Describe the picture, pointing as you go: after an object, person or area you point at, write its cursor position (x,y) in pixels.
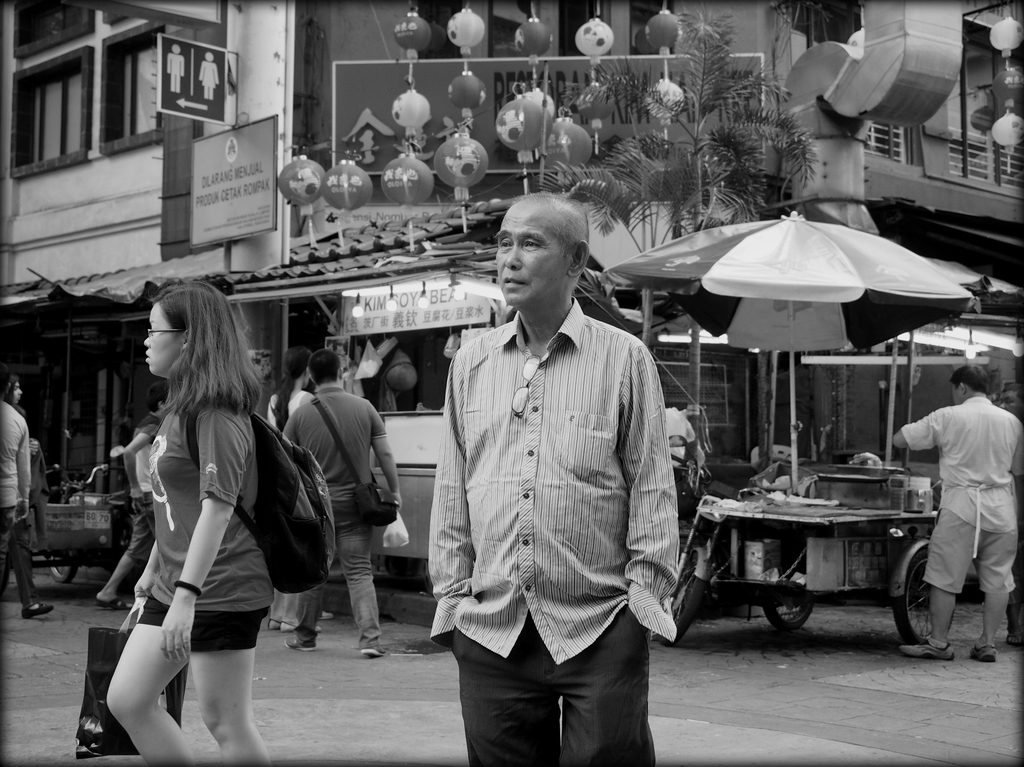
In this image we can see there is a road (790,673). On the road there are persons (509,212) holding bag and cover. And there is a building (204,130). There are some objects (468,153) tied to the building (878,182). And there are a motorcycle (827,535) and objects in it. And there are sign boards (217,173) and tree (718,184).
